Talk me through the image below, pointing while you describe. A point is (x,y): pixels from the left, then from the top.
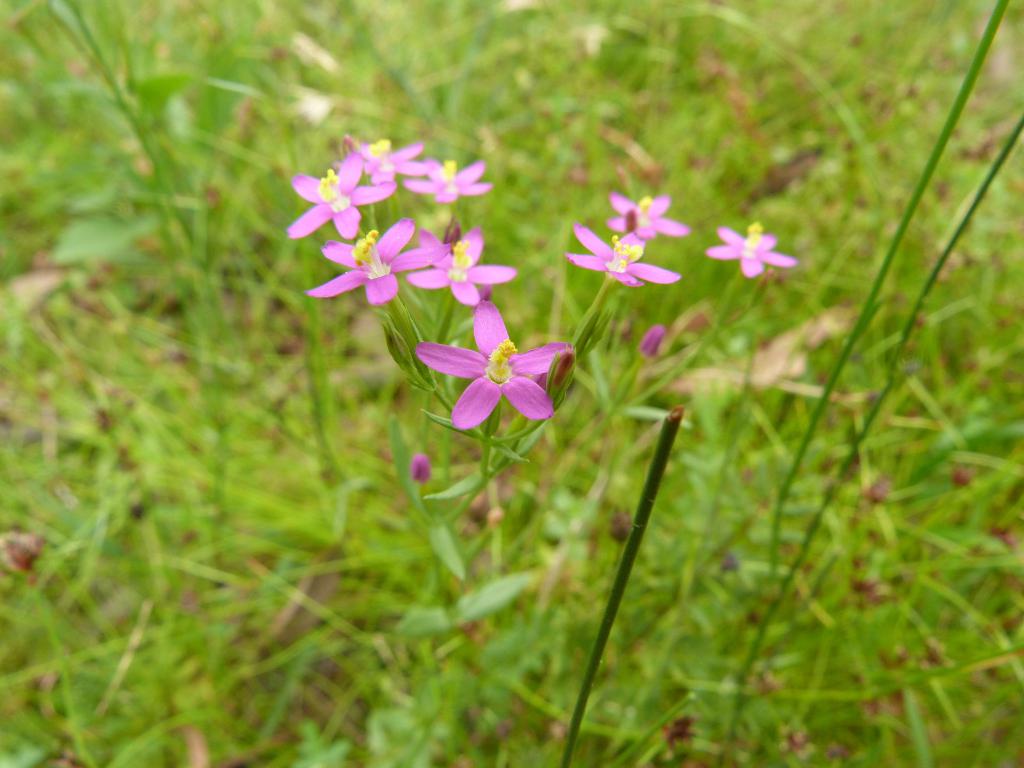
This picture is clicked outside. In the center (567,352) we can see the group of flowers (518,392) and the green grass (630,418).
